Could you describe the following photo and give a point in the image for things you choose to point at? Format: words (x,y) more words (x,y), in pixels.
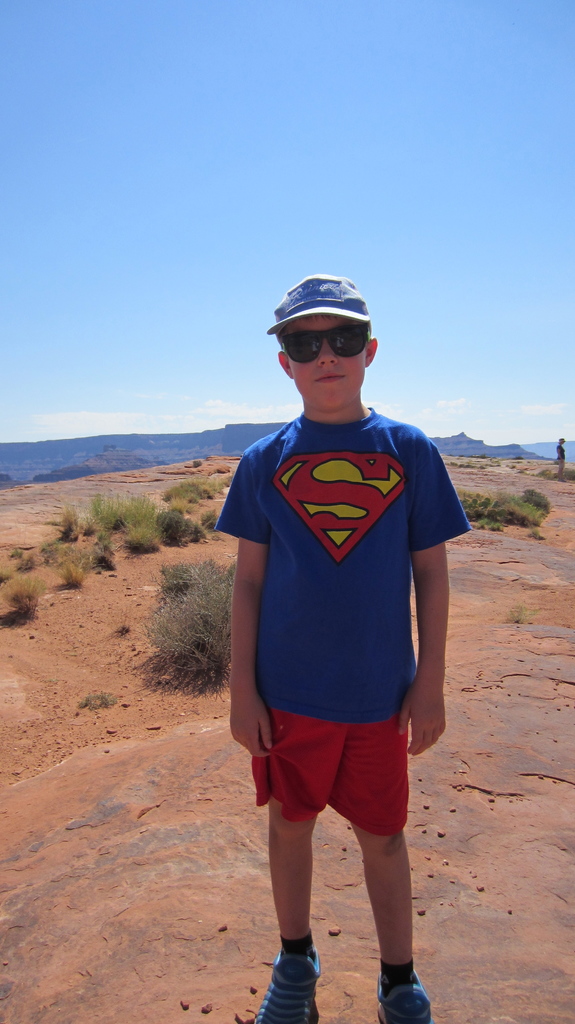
In this picture we can see a boy (422,739) wore a cap (316,308), shoes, goggles (296,340) and standing on the ground (366,950) and in the background (195,493) we can see plants (477,520), mountains (46,464), person (560,441) standing and the sky (383,351).
